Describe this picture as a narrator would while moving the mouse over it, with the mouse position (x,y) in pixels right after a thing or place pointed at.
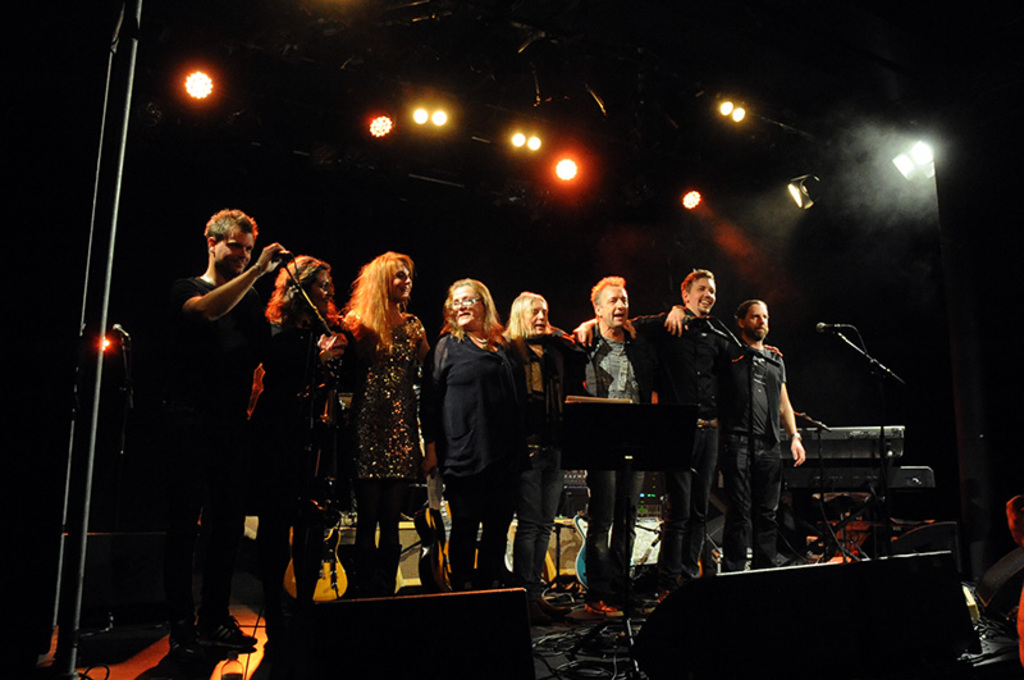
In this image we can see group of persons (216,394) standing on stage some of them are holding microphones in their hands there are some sound boxes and musical instruments (853,456) in front of them and at the top of the image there are some lights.
